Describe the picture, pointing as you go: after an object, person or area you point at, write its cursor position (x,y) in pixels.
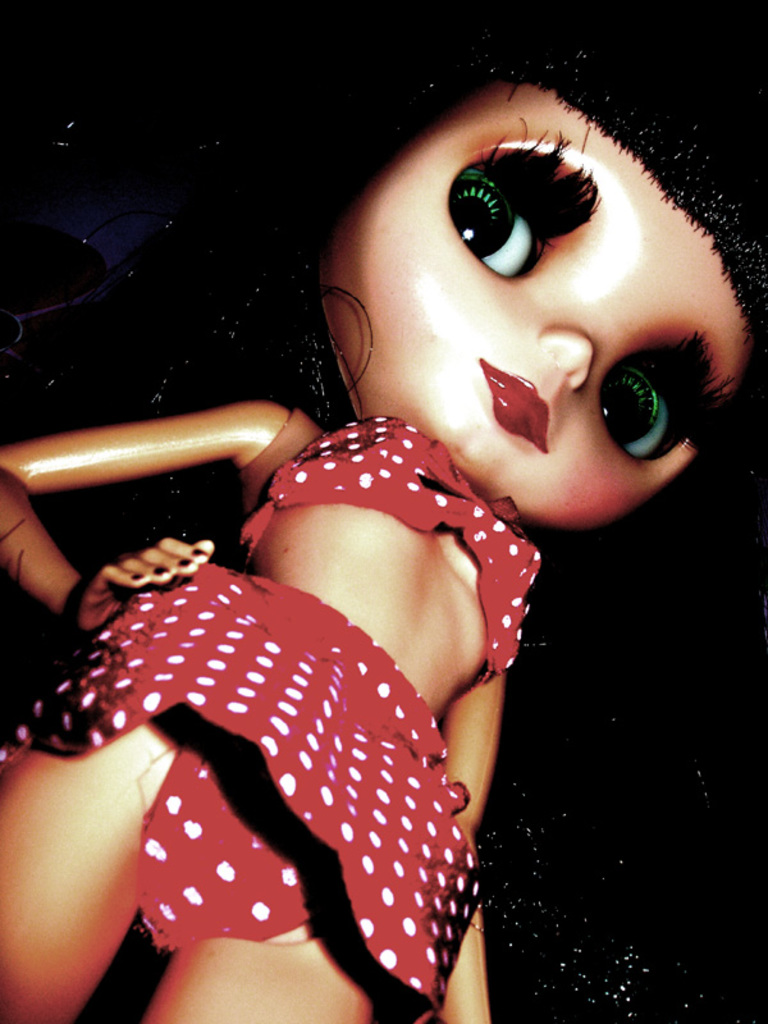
In this picture I can see a doll (346,617), and there is dark background (48,409).
